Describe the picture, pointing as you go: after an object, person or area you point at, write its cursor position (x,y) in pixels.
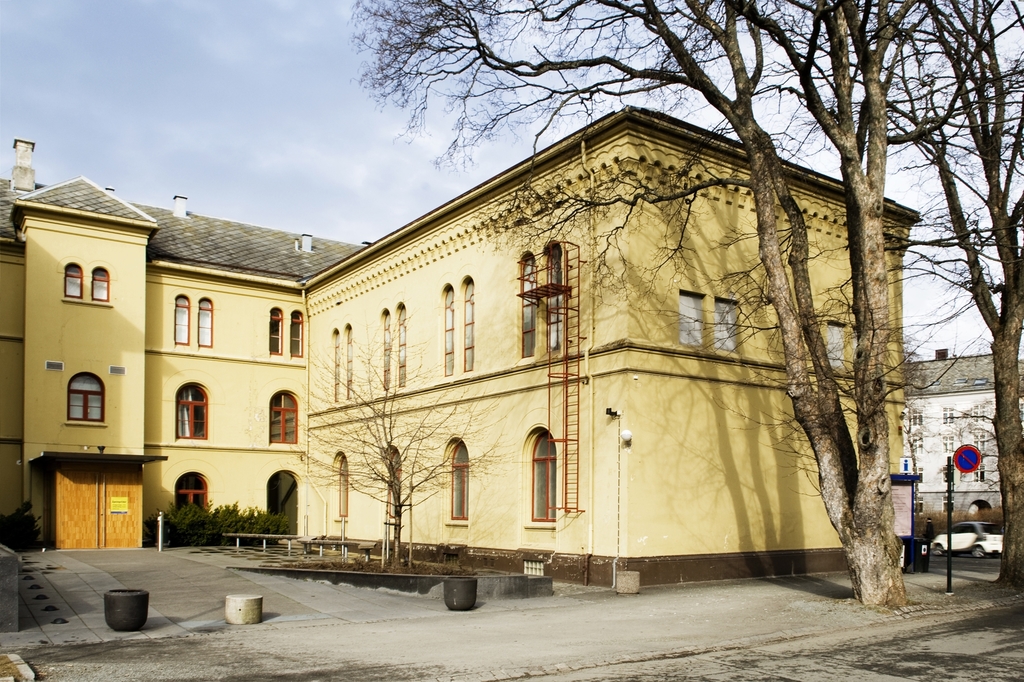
This picture is clicked outside. In the foreground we can see the trees (1007,410), metal rods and some other objects (4,558). In the background (492,245) we can see the sky (359,211) and the buildings (475,411), plants (187,508), metal rods (547,465), a vehicle (968,539) and some other objects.
